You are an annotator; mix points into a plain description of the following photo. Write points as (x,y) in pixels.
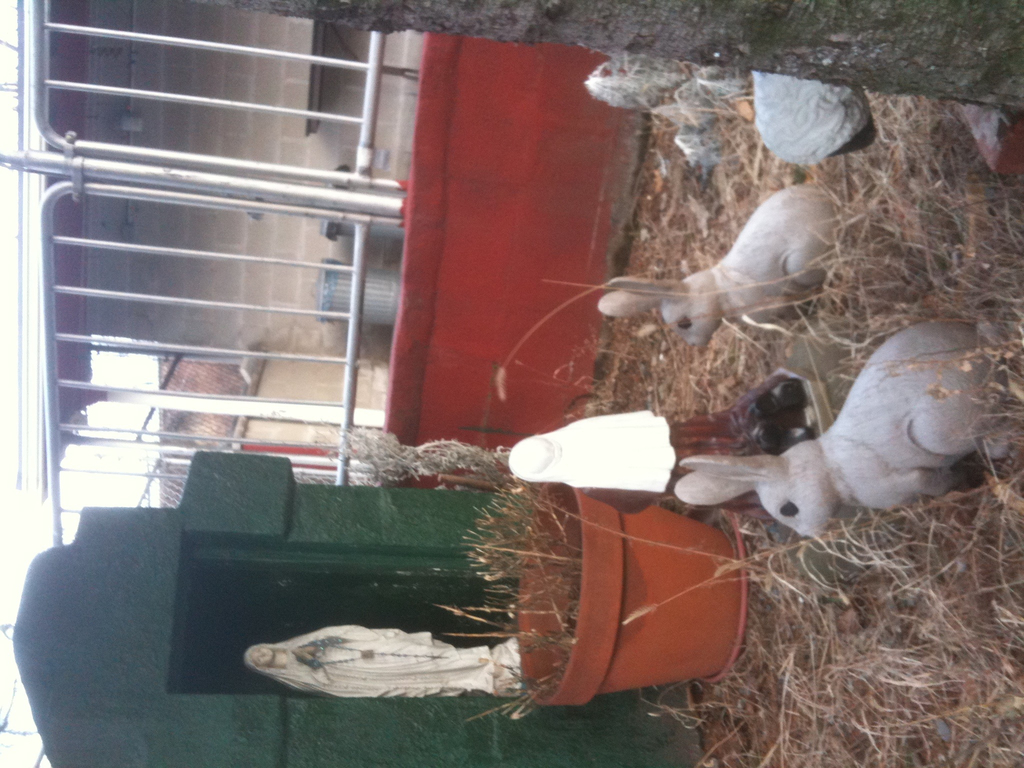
The image is an inverted image. On the ground (795,306) there are two statues (761,307) of rabbits (836,505). In front of those there is another statue (574,469), there is a plant pot (545,599). In a cemented structure (422,734) there is a statue (319,645) of a lady (314,638). In the background (203,377) there is barricade (345,203), buildings (227,365), dustbins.
